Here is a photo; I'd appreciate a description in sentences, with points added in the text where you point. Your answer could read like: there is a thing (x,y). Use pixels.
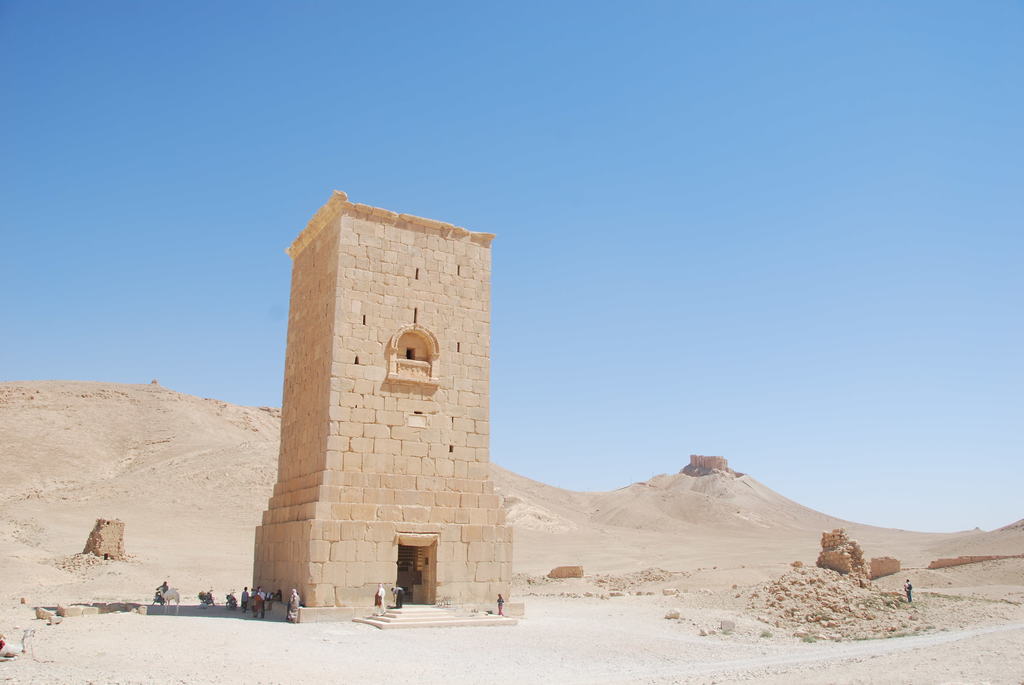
In this image, in the middle (371,391) there is an architecture (386,468). In the background (102,503) there are hills (617,519), sky (915,495). In the middle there are many people (379,587), vehicles (238,606), animals (171,591), stones (108,608) and land (690,609).
